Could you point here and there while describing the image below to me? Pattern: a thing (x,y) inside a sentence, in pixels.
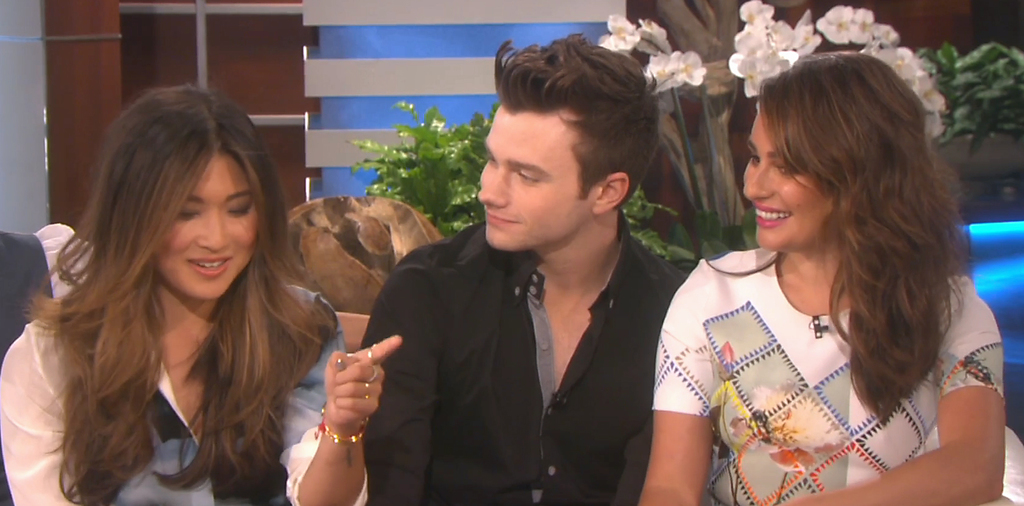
In this image we can see people (356,381) sitting on the chairs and smiling. In the background (263,134) there are walls (388,122) and decor plants (448,172).
